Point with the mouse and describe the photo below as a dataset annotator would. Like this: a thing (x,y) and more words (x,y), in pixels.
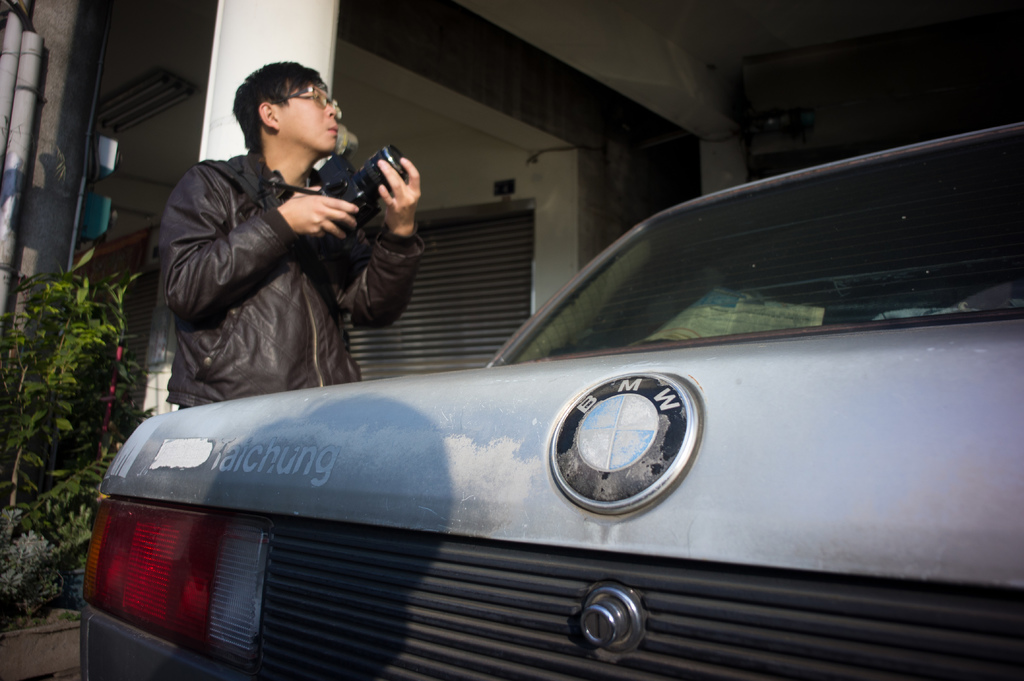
In this image we can see a person (254,246) wearing a jacket (275,209) and spectacles (317,106) is holding a camera (370,189) in his hand (316,212). To the right side of the image (728,255) we can see a car (577,473) parked on the ground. To the left side of the image (51,518) we can see some trees (95,405). In the background (437,343), we can see a group of poles (15,178), pillar (285,50), building (772,143) and a door (480,276).
